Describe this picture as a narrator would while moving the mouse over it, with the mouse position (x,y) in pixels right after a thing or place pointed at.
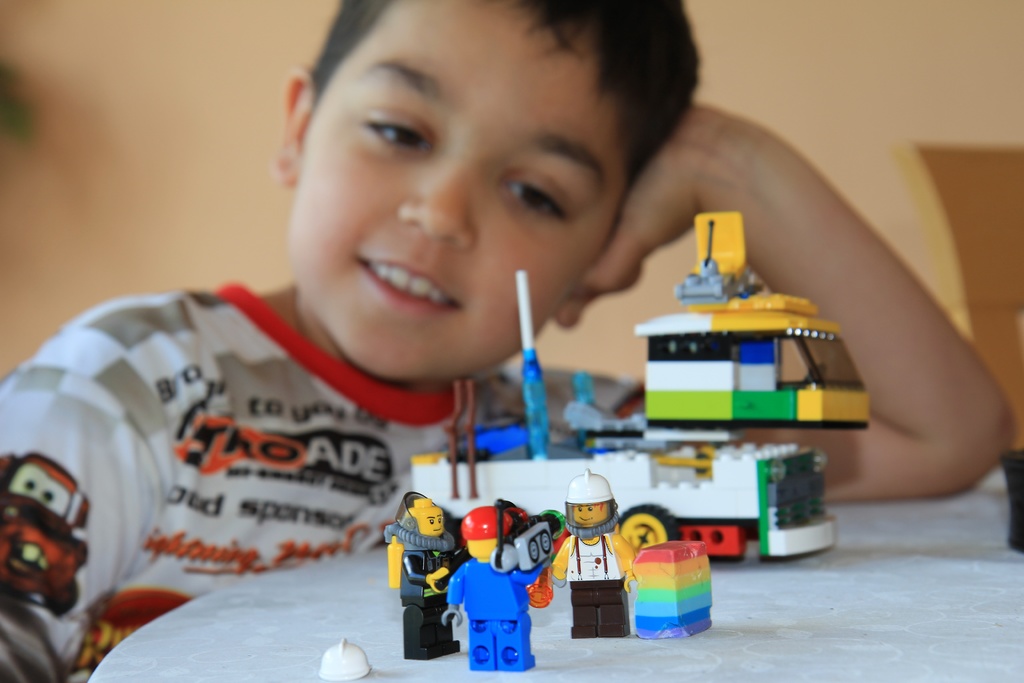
In this image I can see a white colored table (880,604) and on the table (861,609) I can see few colorful toys (633,496). I can see a child (282,395) wearing t shirt (151,474) is sitting in front of the table (881,588). I can see the cream and brown colored background (109,148).
